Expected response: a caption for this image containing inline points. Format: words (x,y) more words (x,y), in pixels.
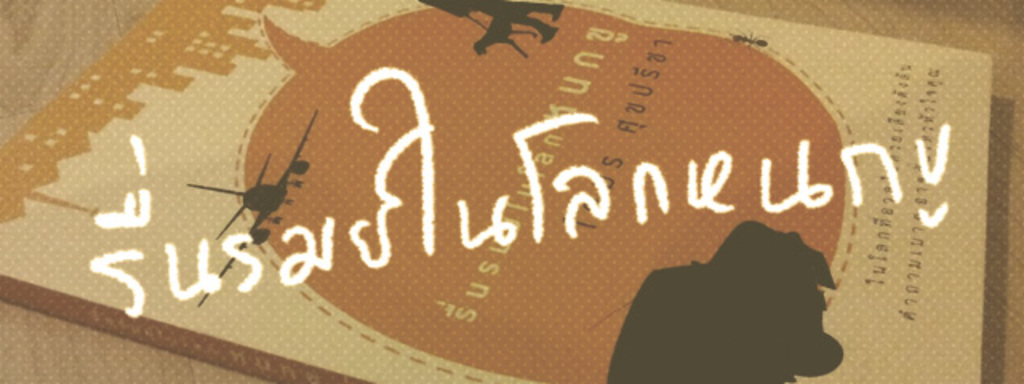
In this image I can see a book (557,243) on the cream color surface (69,359) and I can see some things (641,224) written on the book (472,188).
